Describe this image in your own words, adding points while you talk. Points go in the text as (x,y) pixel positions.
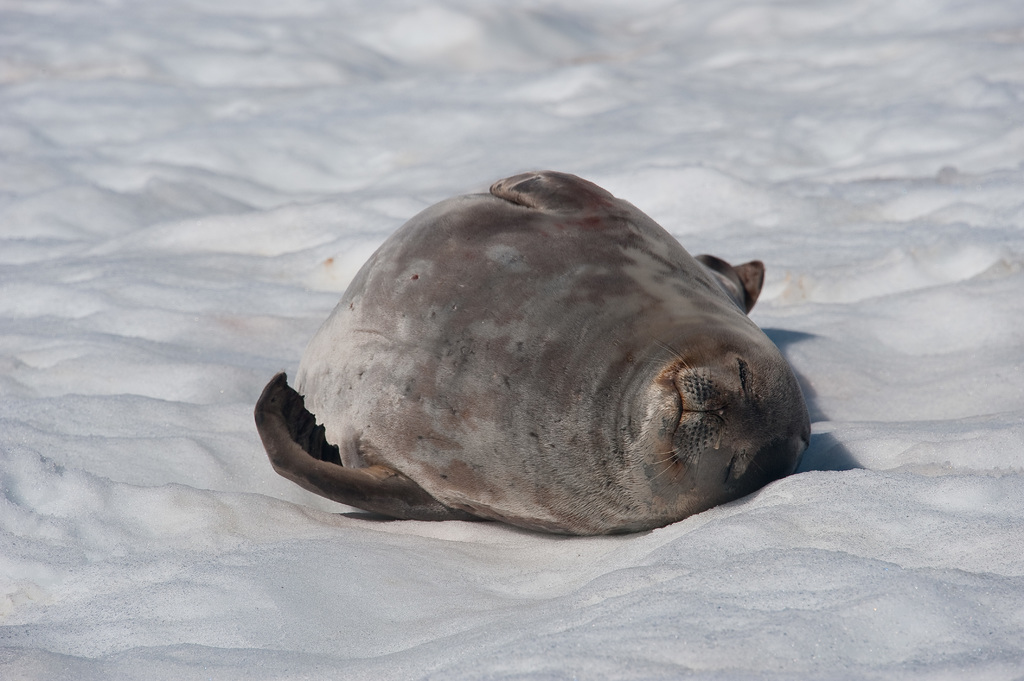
In this image we can see a animal (588,428) on the snow (602,555).
